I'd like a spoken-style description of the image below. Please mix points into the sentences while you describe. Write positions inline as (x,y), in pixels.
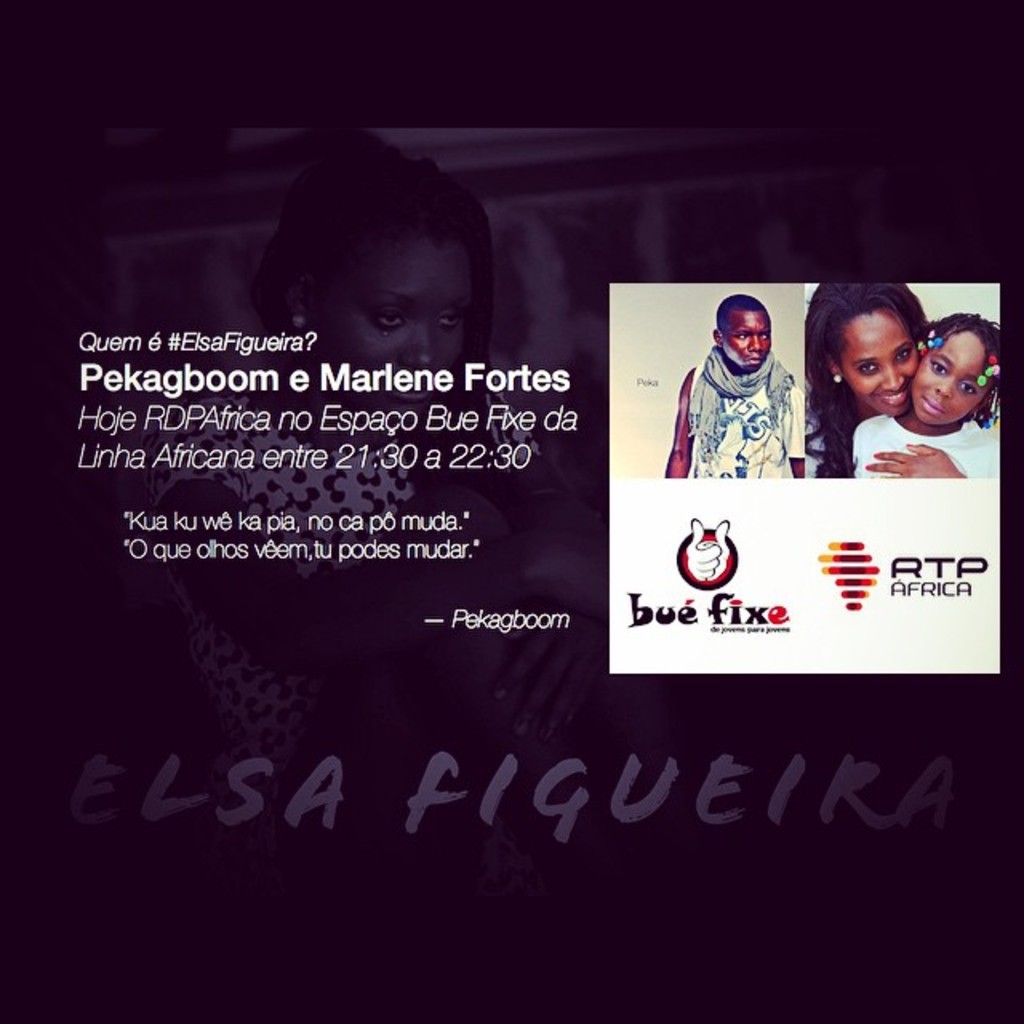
In this image we can see the text (426,530). We can also see the humans (787,447) with logo (726,569). In the background (478,650) there is a woman (350,490) and also the text (235,815).
